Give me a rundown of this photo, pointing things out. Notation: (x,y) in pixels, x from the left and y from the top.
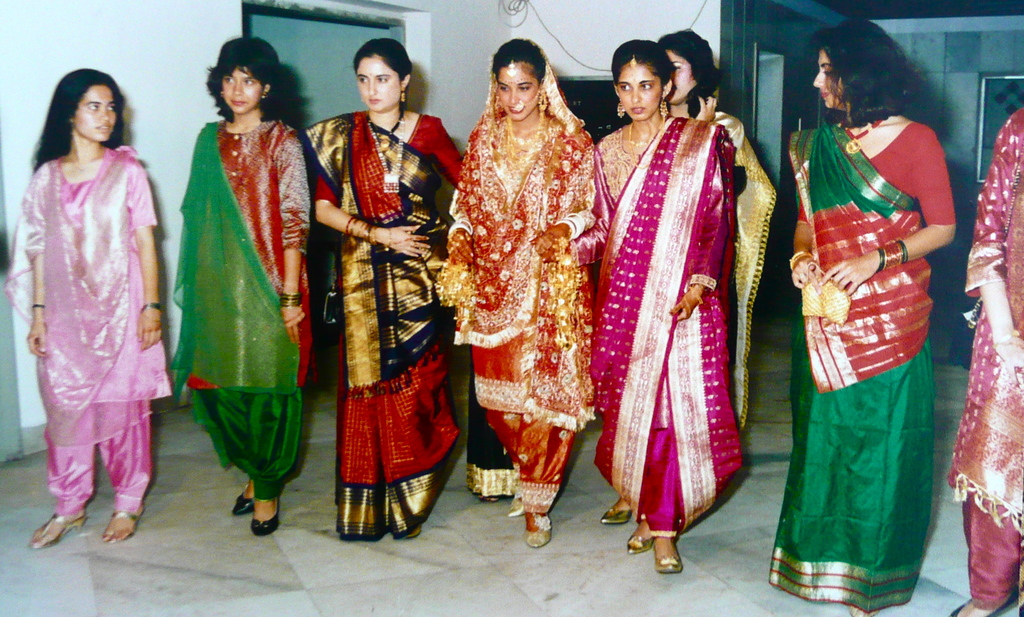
In the foreground of this image (588,328), there are eight women (148,466) standing on the floor (506,568) in ethnic wear (79,311). In the background (665,22), there is a wall (633,18), an entrance (328,44) and a frame (982,100) on the wall (661,25).
